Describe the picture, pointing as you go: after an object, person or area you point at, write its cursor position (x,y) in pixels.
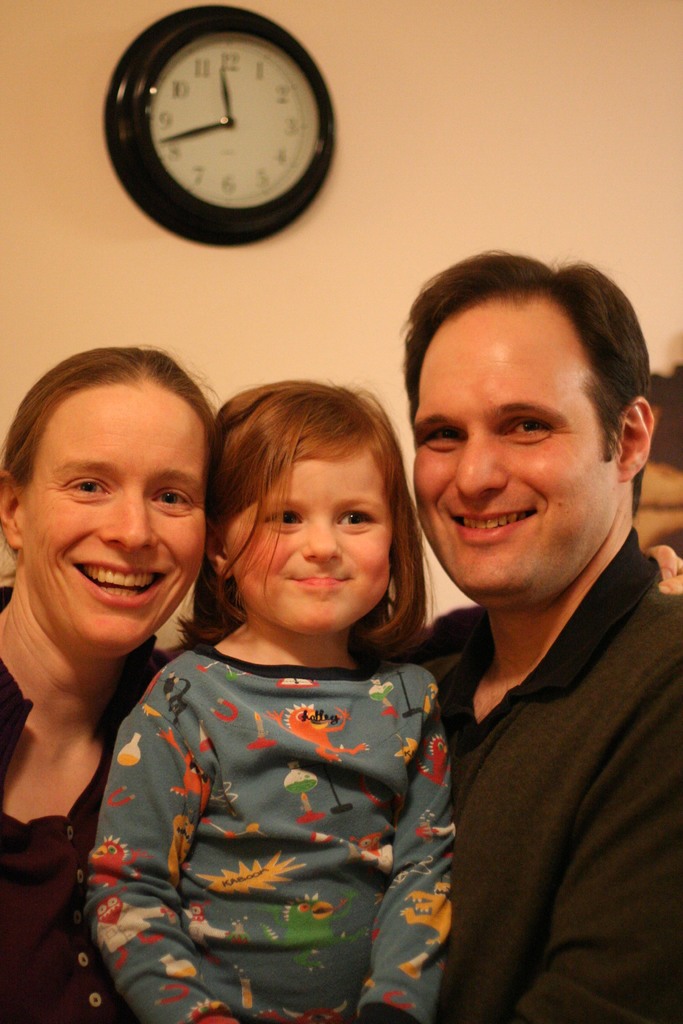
In this image we can see some people (617,831). In the background of the image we can see a clock (233,197) on the wall (314,208).
